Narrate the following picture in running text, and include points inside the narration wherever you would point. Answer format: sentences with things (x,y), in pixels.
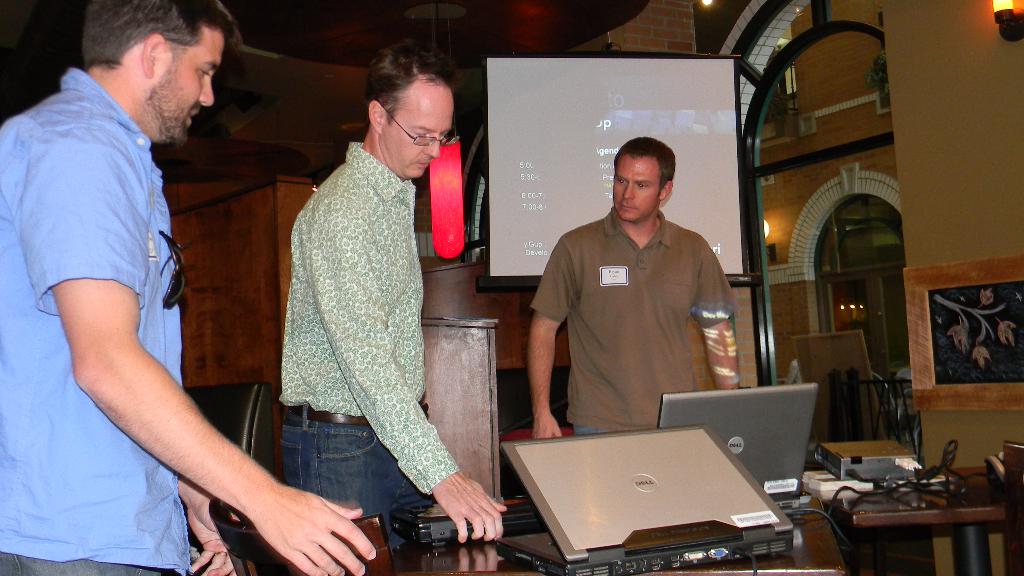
In this picture there are two people (48,187) at the left side of the image (157,164) and there is a person (629,212) who is at the center of the image (596,346) and there is a projector screen (730,247) behind him, and there is a table (856,485) in front of them, where there are papers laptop (680,527) are kept and there is a portrait (960,373) at the right side of the image (971,303).
